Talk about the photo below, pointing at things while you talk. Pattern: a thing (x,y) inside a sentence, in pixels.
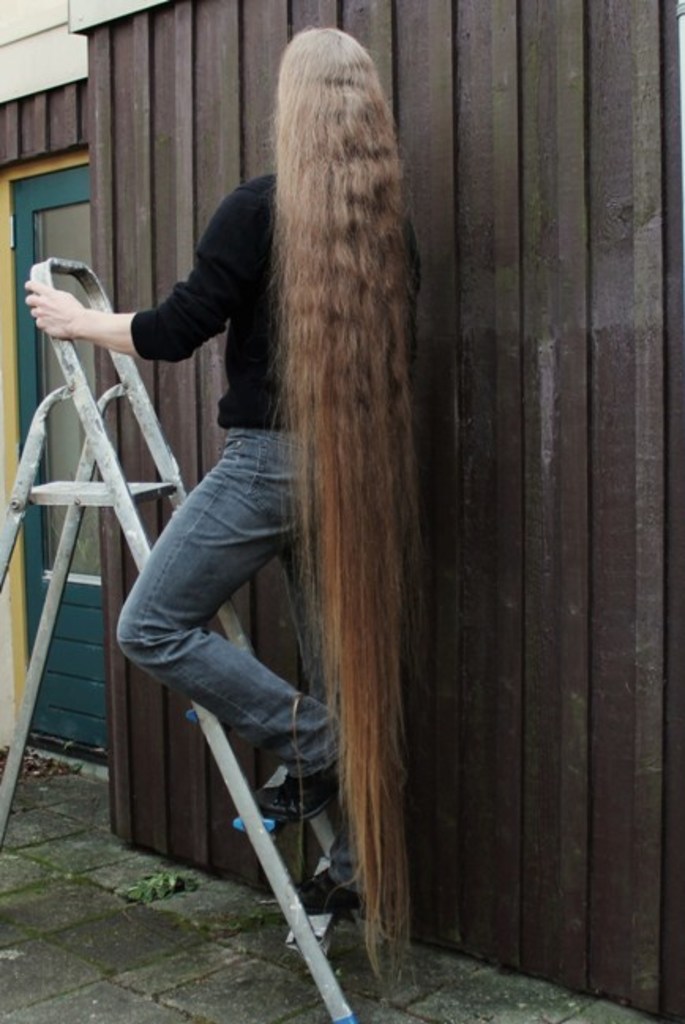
In the picture we can see a woman (198,593) standing on the ladder (73,532) and turning back and she is with long brown hair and black T-shirt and beside her we can see a wooden wall (553,756) and beside it, we can see a door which is blue in color with a part of glass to it.
